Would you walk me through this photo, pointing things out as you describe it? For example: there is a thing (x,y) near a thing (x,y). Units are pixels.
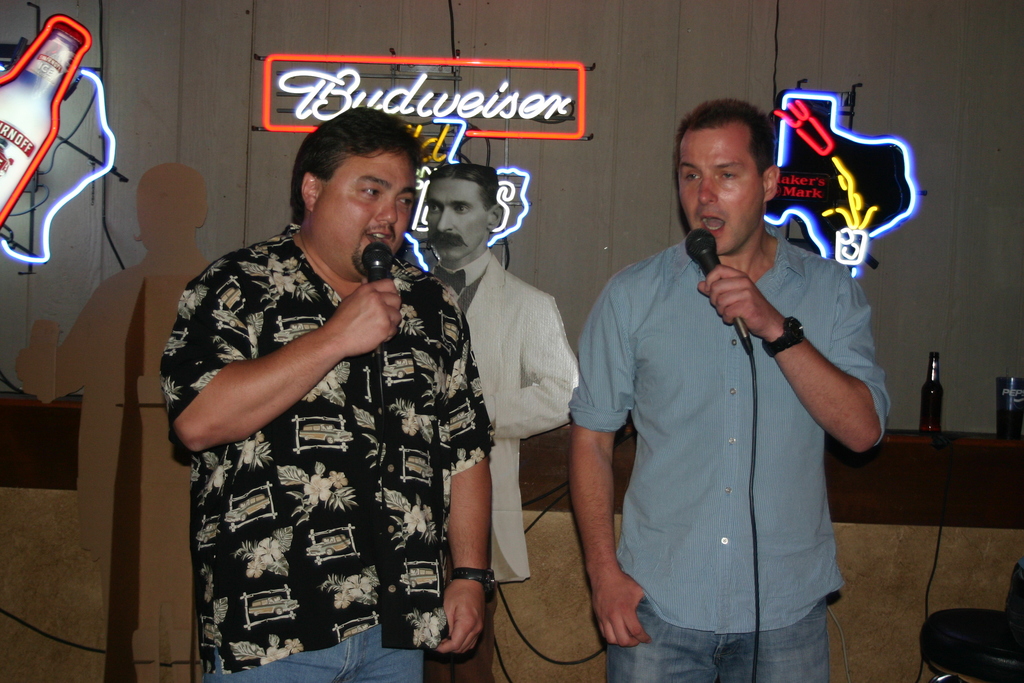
In this image I can see two persons (748,483) standing, the person (729,481) at right (748,498) wearing gray shirt (835,323), blue pant (783,644) holding a microphone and the person (201,393) at left (233,453) wearing black shirt (311,613), blue pant (357,673) and holding a microphone (377,342). Background (52,123) I can see few light boards (96,100) attached the wall (975,214).
